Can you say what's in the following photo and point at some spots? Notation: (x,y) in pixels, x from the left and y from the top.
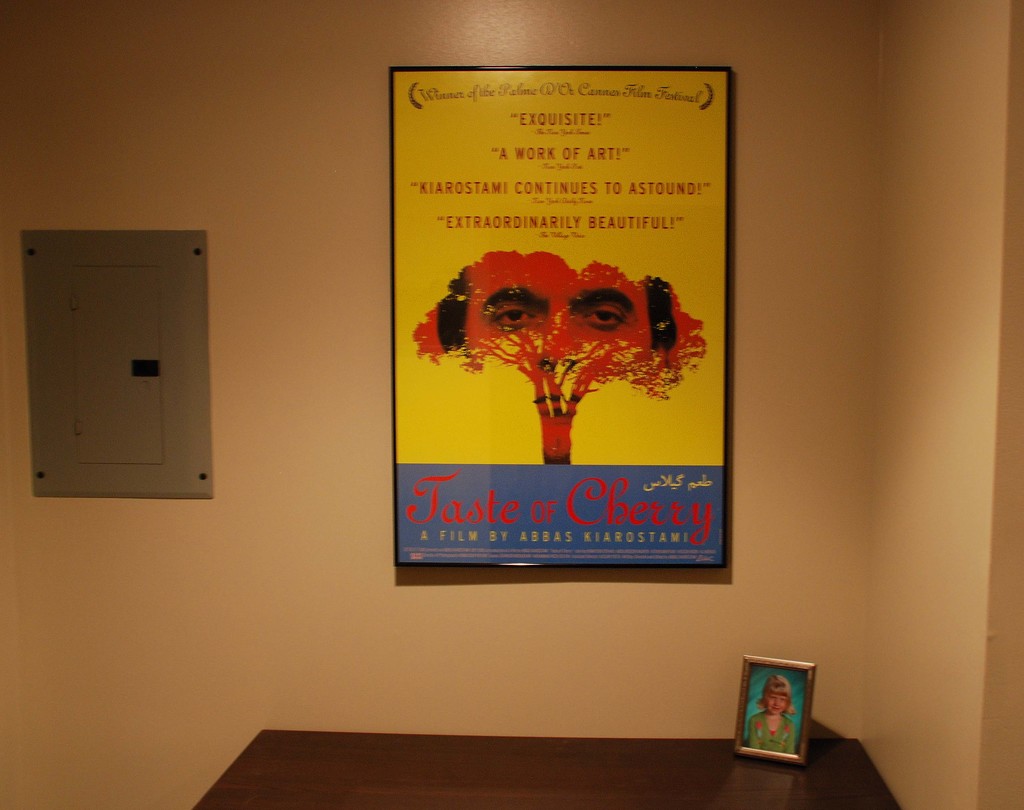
In this image we can see a frame (473,415) to the wall (306,557), which is in yellow color on which we can see some text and an image (613,270) of tree (583,270) in which we can see a person's eyes (607,303), we can see a photo frame (772,723) kept on the table (645,758). Here we can see the fuse box (196,494) to the wall (198,637).
